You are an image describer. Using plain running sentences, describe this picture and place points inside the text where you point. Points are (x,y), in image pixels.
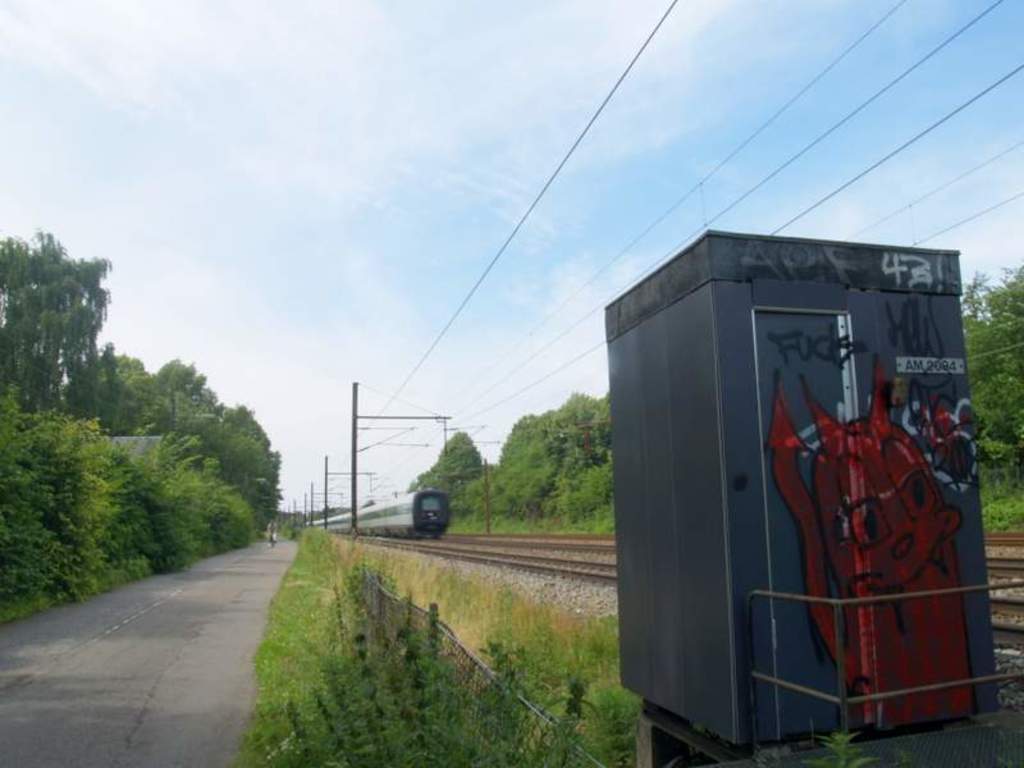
In this image we can see a train (441,503) on the track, there are some trees (106,458), poles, wires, grass (444,582) and a booth (640,419), also we can see the sky (375,398) with clouds (381,376).
